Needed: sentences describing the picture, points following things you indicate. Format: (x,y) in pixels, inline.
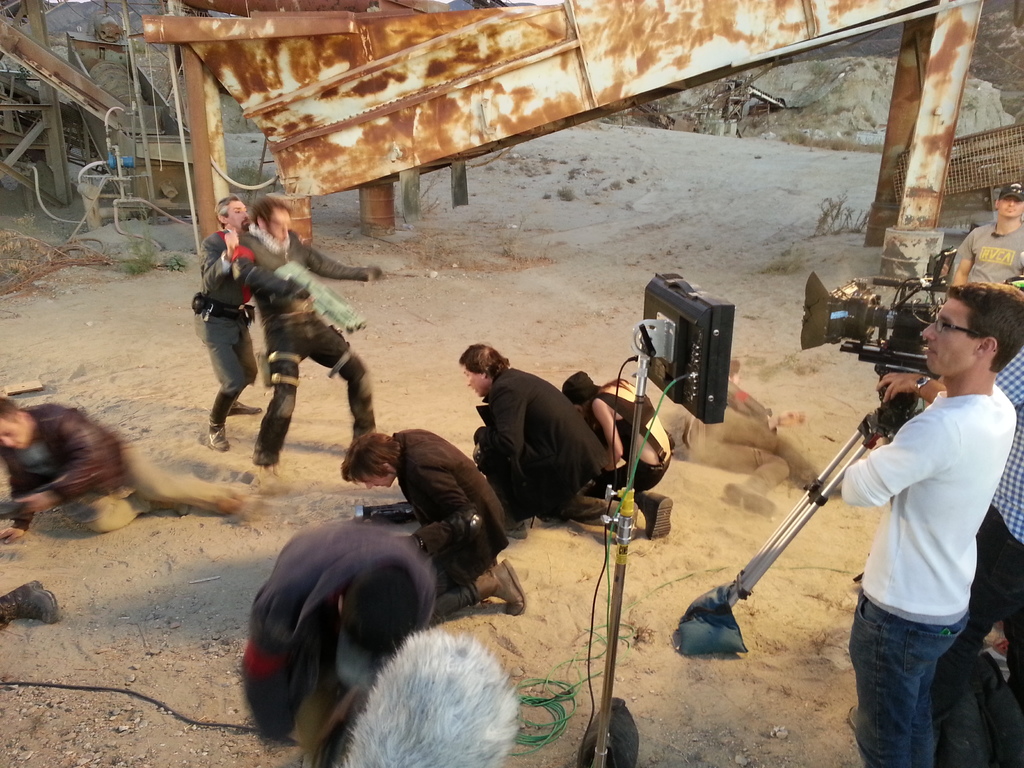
In this picture there are three people (944,468) standing and there is a person (920,634) standing and holding the camera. In the foreground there is a man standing and there is an object (633,424). At the back (622,450) there are group of people (630,439) on the ground (277,548) and there are two people (316,340) standing and there might be fighting and there are metal objects (302,214) and there are plants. At the bottom (146,703) there are wires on the ground (487,329).
